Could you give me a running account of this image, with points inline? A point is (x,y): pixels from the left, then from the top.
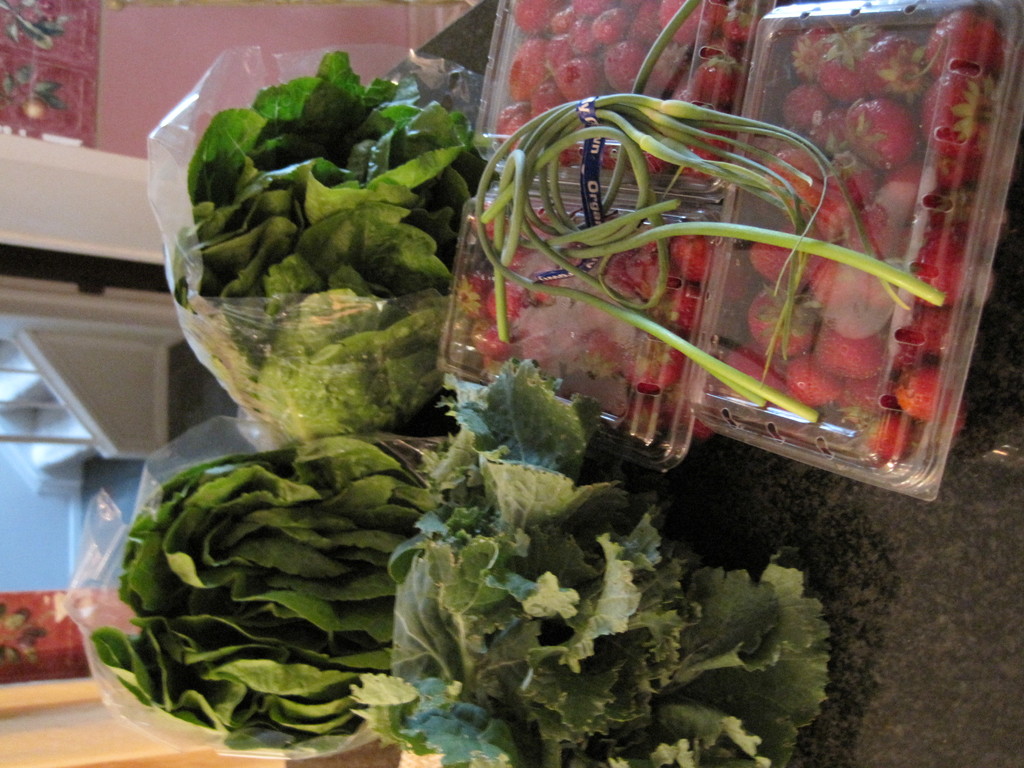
On the right side of the image (709,518) we can see a table (1011,724), on the table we can see some vegetables (711,167) and fruits (831,178). On the left side of the image (58,23) we can see a wall (169,12), on the wall (288,21) we can see some posters (76,52) and we can see some steps (20,356).
